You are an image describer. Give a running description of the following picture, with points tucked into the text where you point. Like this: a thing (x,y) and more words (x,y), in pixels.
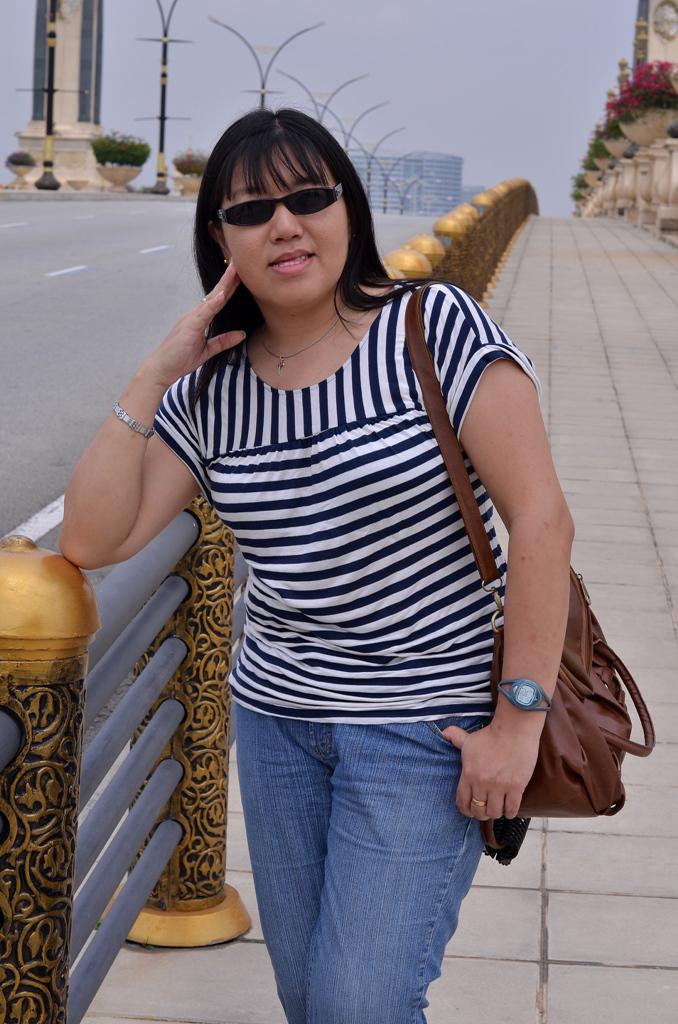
The woman (366,427) in the middle of the picture (309,482) wearing a white and black T-shirt (263,450) and blue jeans (388,875) is standing on the sidewalk (677,752). She's even wearing a brown bag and goggles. Beside her, we see an iron railing (146,687) and the road (72,313). In the right top of the picture (654,25), there is a building (644,29). On the left corner of the picture (74,145), we see street lights (46,135) and building (81,94). At the top of the picture (409,125), we see the sky (394,126).
